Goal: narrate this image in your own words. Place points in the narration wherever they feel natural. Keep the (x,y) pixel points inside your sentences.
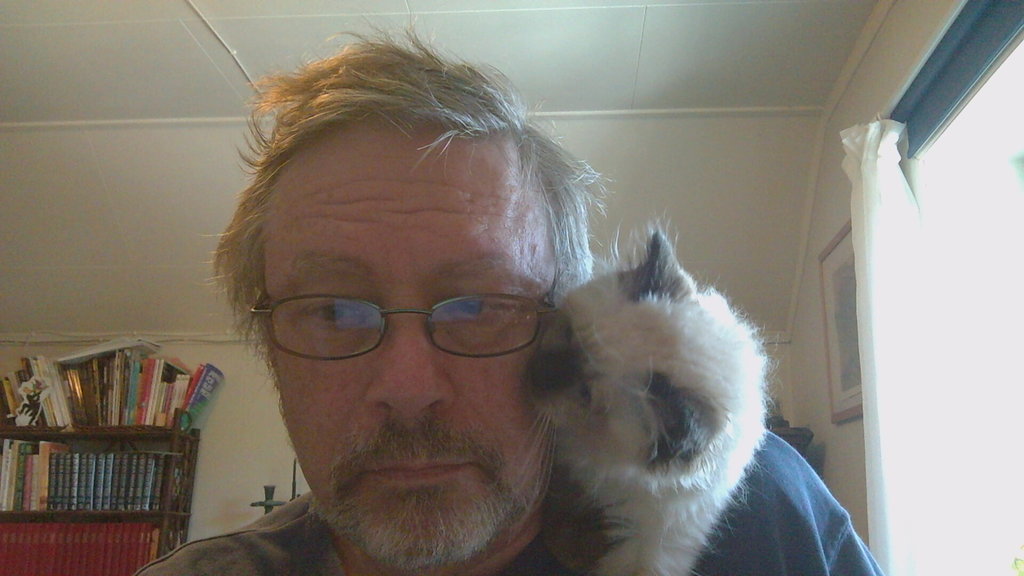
In the middle (405,373) there is a man (373,476) he is wearing spectacles (376,329) and he is wearing a t shirt (261,542). In the right (885,372) there is a curtain (899,301) and there is a photo frame (841,357). On the left (81,545) there is a book shelves (59,517) on that there are many books (117,398). In the middle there is a wall (229,464). In the right (712,333) there is a animal (672,407).
